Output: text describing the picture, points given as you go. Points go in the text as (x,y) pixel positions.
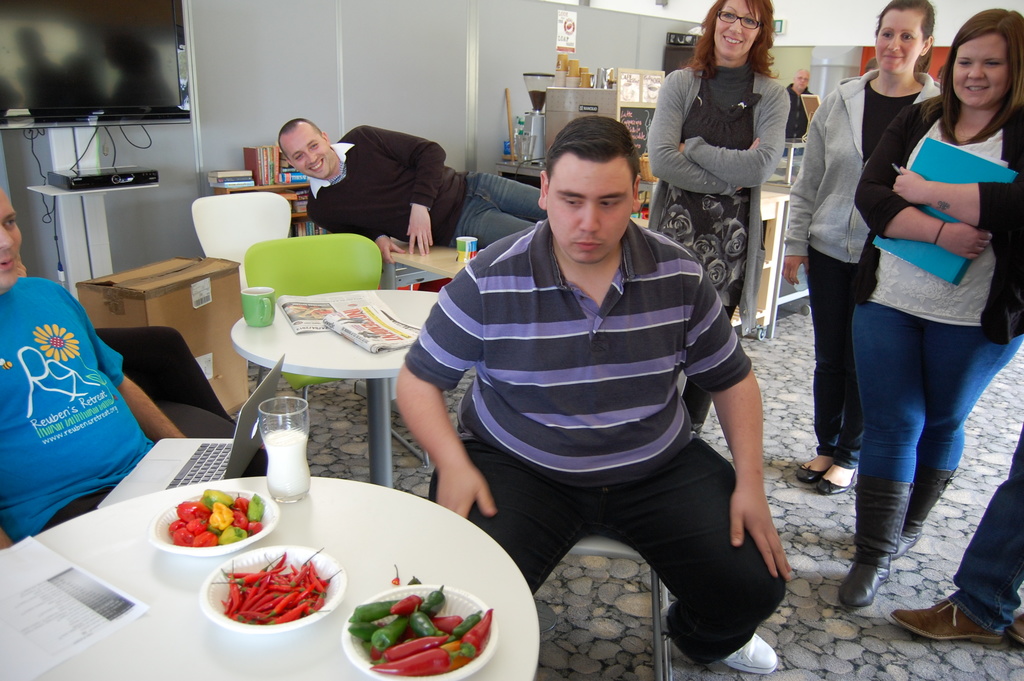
In this image, four persons (915,16) are standing on the right (903,424). And two person (445,325) are sitting on the chair (150,401) in front of the table (225,650) on which bowls (311,619), glass (300,476) and paper (89,581) are kept. And one person (451,230) is lying on the table (442,255). In the top left (184,103), a monitor (143,2) is visible. The backgrounds are ash in color. In the middle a coffee machine (611,114) is visible. This image is taken inside a room (800,512).
